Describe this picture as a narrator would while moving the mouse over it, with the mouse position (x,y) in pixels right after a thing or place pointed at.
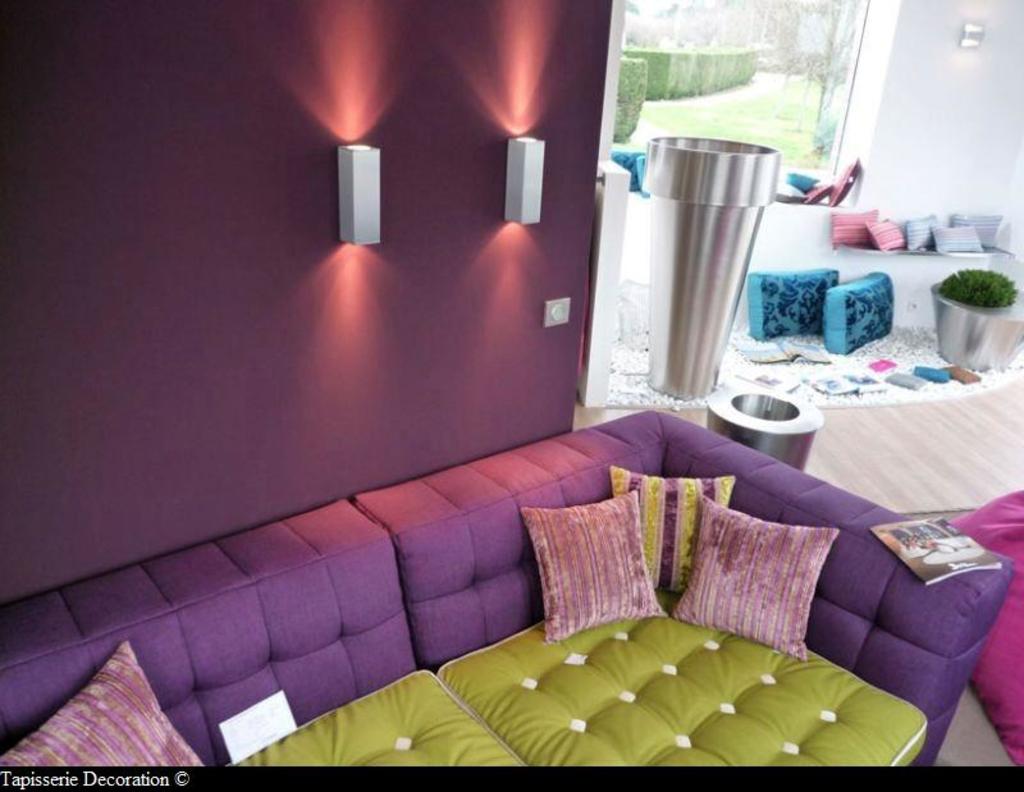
In this picture we can see a room (565,423) with sofa (820,510) pillows (682,583) on it, book (884,530) and on floor (920,412) we have flower pot (983,309) with plant (966,283) in it and some more pillows (866,230) and in background (400,180) we can see wall (437,166) with light (522,140), window (770,102), trees (786,49).
